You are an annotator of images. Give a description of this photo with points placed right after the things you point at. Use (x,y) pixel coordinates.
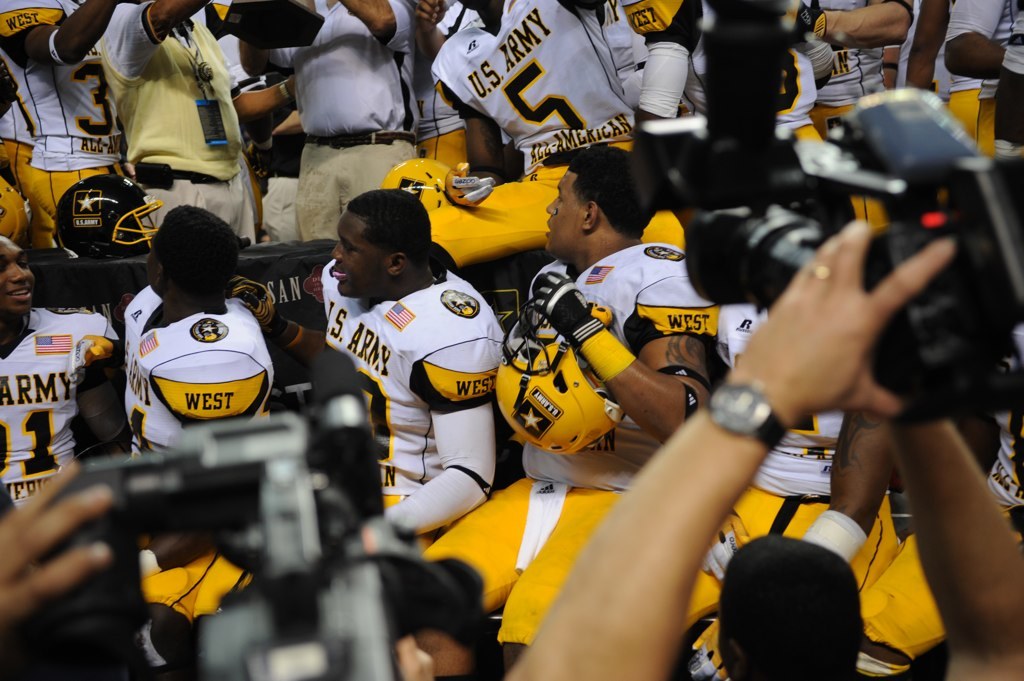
In this image, we can see people (421,146) wearing clothes (430,381). There is a helmet (86,252) on the left side of the image (109,227). There is a video camera (898,159) on the right side of the image (997,290). There is an object (337,493) in the bottom left of the image (295,649).
